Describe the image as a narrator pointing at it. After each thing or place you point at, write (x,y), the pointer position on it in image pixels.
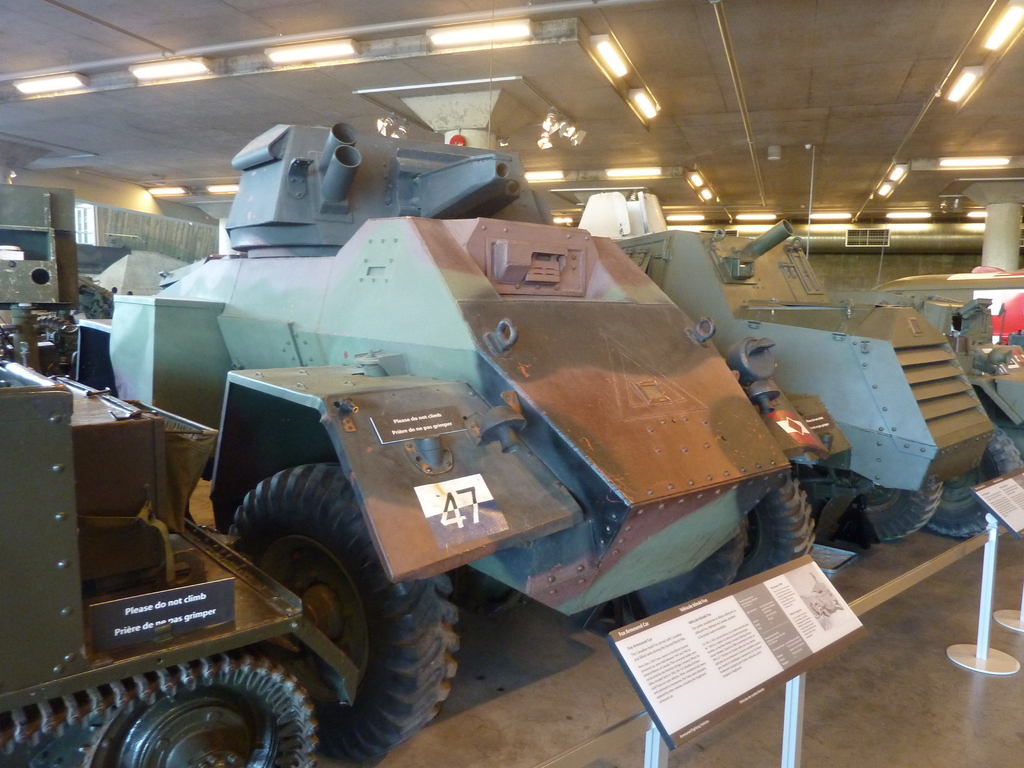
In this image, we can see war tanks (525,402). There are board (672,669) in the bottom right of the image (801,626). There are lights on the ceiling (574,54) which is at the top of the image (428,62).
